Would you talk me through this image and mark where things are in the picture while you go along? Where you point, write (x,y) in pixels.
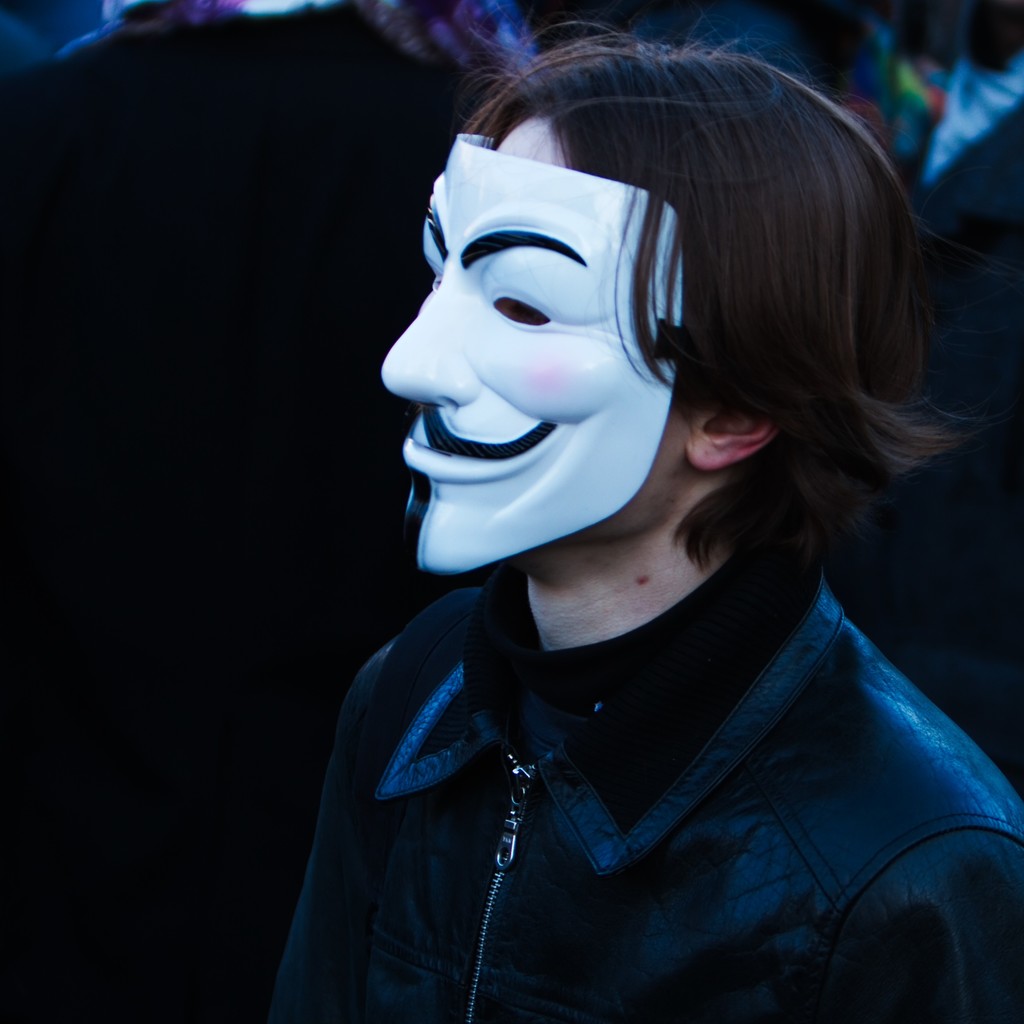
In this picture I can see a person (525,368) with a mask (612,249), and there is blur background (37,966).
